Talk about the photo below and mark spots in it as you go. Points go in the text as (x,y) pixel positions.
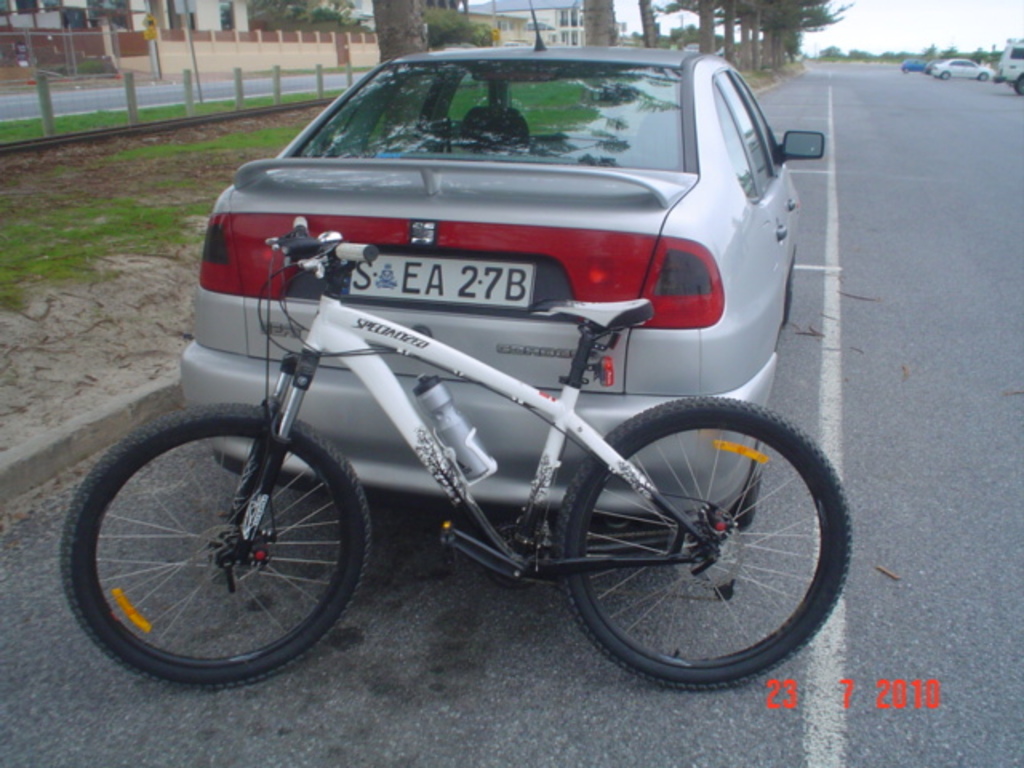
In this picture we can see a bicycle (612,439) and few cars (734,321) on the road (856,275), beside to the road (801,128) we can find few trees (783,9), pillars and grass (98,242), in the background (84,1) we can see few houses (137,18).
